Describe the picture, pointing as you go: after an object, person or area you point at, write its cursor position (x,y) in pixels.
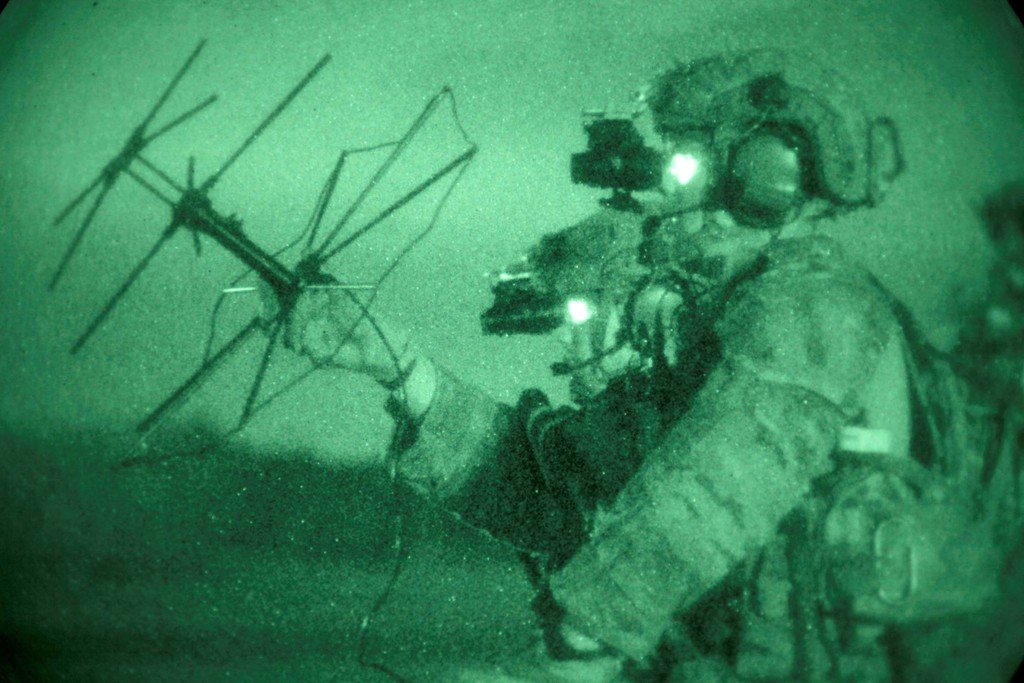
In this image I can see the person (672,427) wearing the dress (685,437) and helmet (750,106). I can see the person (691,157) holding something. And the image is in green and black color.
